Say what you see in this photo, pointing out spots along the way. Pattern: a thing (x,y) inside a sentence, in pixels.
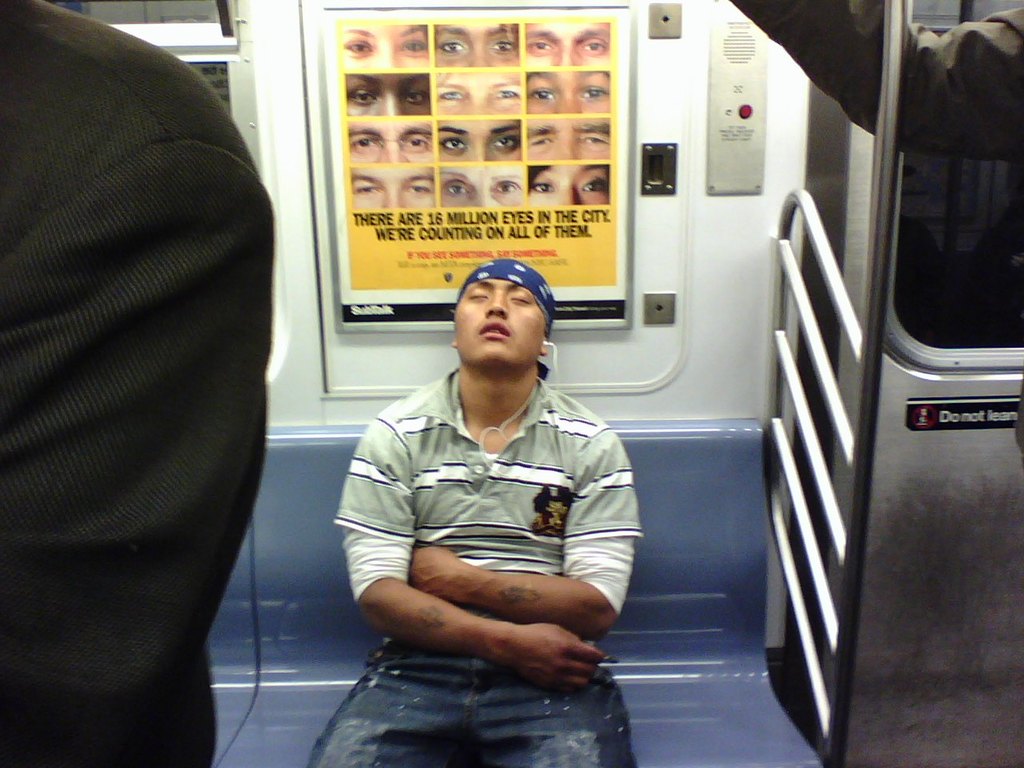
In this image we can see a man (549,631) sitting on a bench (677,659). Here we can see boards (427,53), window (937,258), and rods (845,446). On the left side of the image (14,417) we can see a person (160,252) who is truncated. On the right side of the image (941,39) we can see hand (1001,123) of a person (973,75).
